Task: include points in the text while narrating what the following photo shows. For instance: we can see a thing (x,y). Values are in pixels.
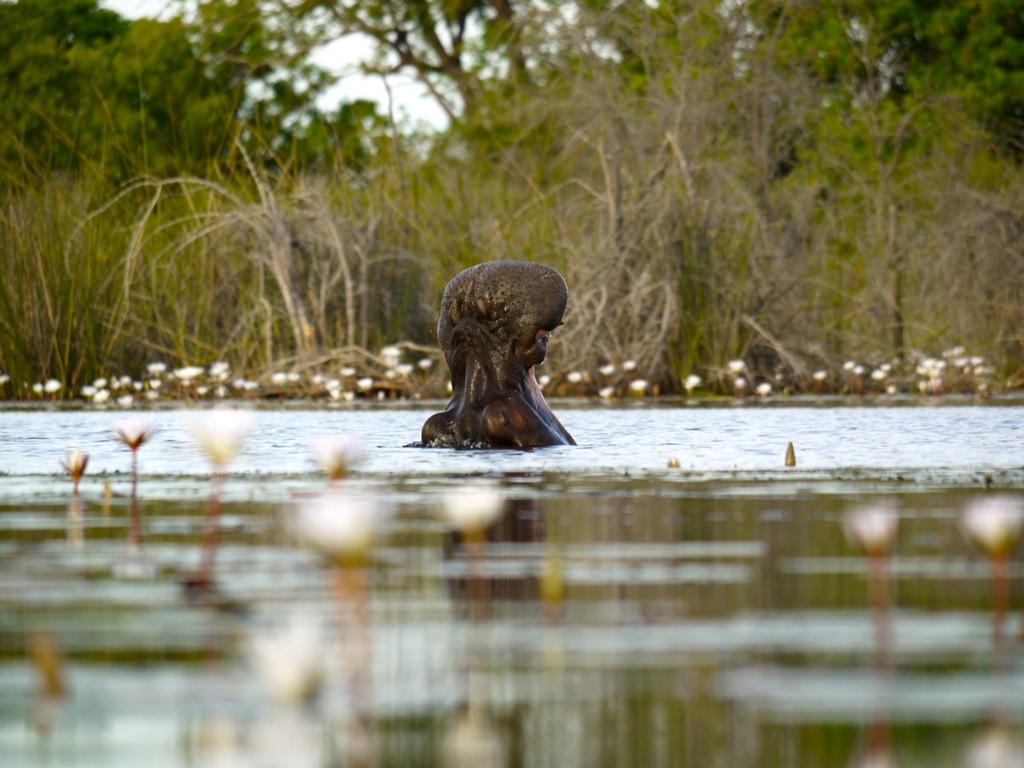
In this image, in the middle (444,427), we can see a water mammal (520,435) which is yawning in the water (707,486), we can also see some lotus flowers (978,515) on the water (930,575). In the background (487,147), we can see some trees (510,173) and plants (365,172). At the top (373,93), we can see a sky (405,113), at the bottom (688,631), we can see a water (712,495) with some lotus flowers (879,589).
